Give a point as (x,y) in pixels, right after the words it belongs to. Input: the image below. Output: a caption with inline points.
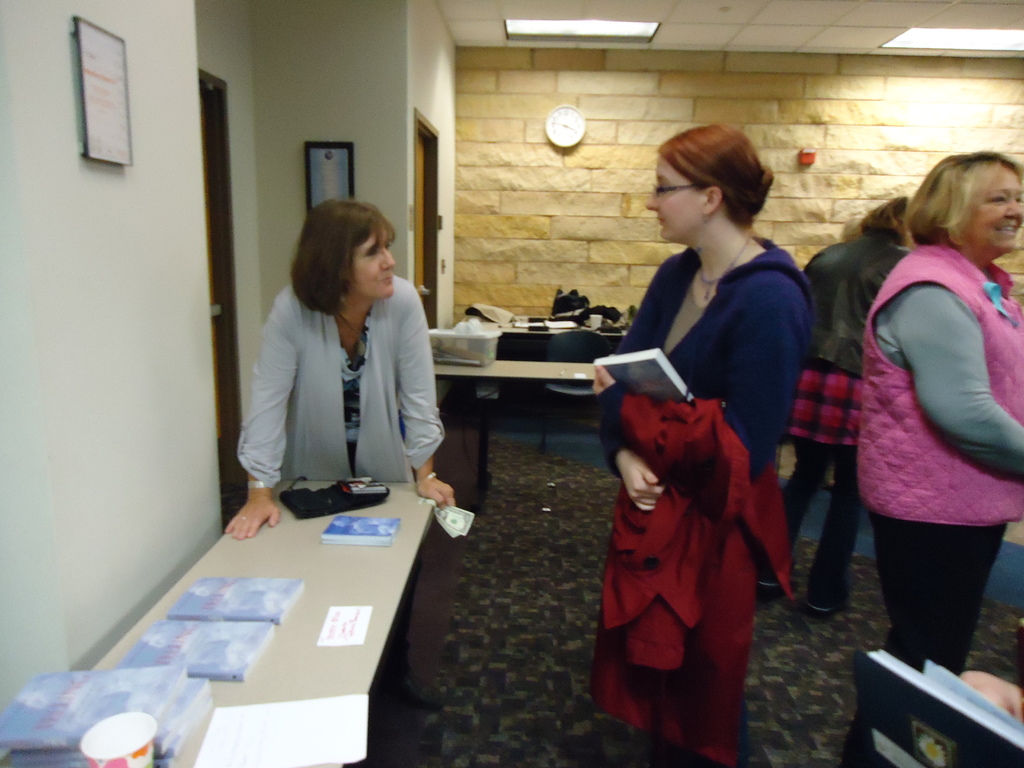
In the image few people (962,342) are standing and smiling. Bottom left side of the image (310,674) there is a table (409,507) on the table (397,503) there are some books (164,720) and papers (346,732) and cup (120,729). Top of the image (743,40) there is a roof (726,21) and lights (610,28) and there is a wall (605,126) on the wall (584,108) there is a clock (557,116).
